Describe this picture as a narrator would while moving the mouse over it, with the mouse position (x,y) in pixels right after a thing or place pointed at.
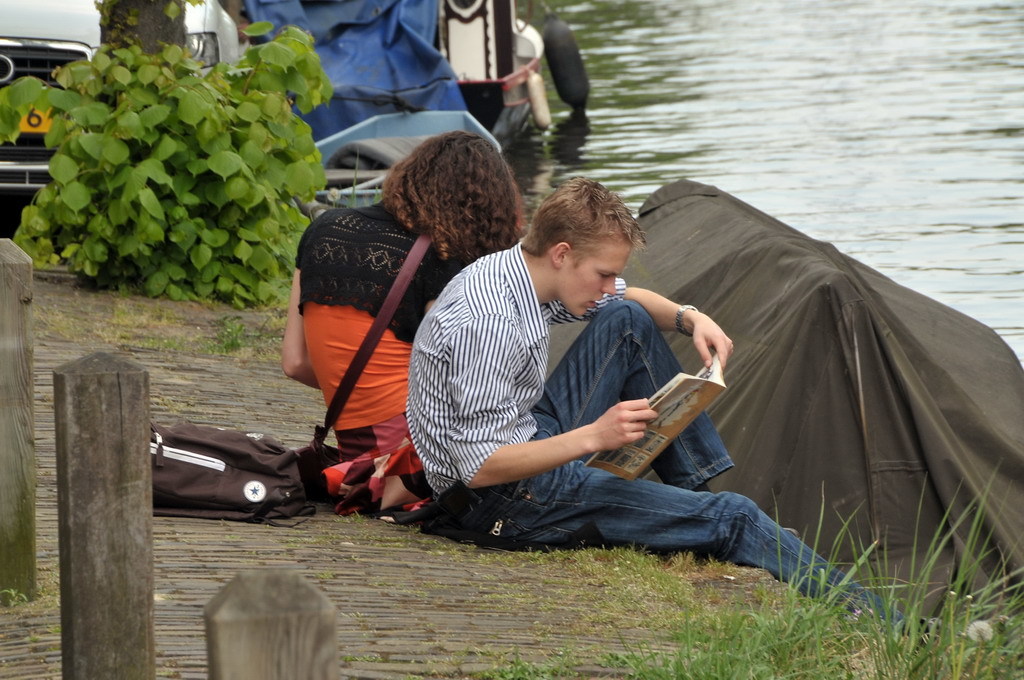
In this picture we can see a bag (191,426), book (721,384) and two people (519,461) sitting on a platform (196,400), plants (138,104), car (65,2) and in the background (414,49) we can see boats (568,62) on water (844,200).
